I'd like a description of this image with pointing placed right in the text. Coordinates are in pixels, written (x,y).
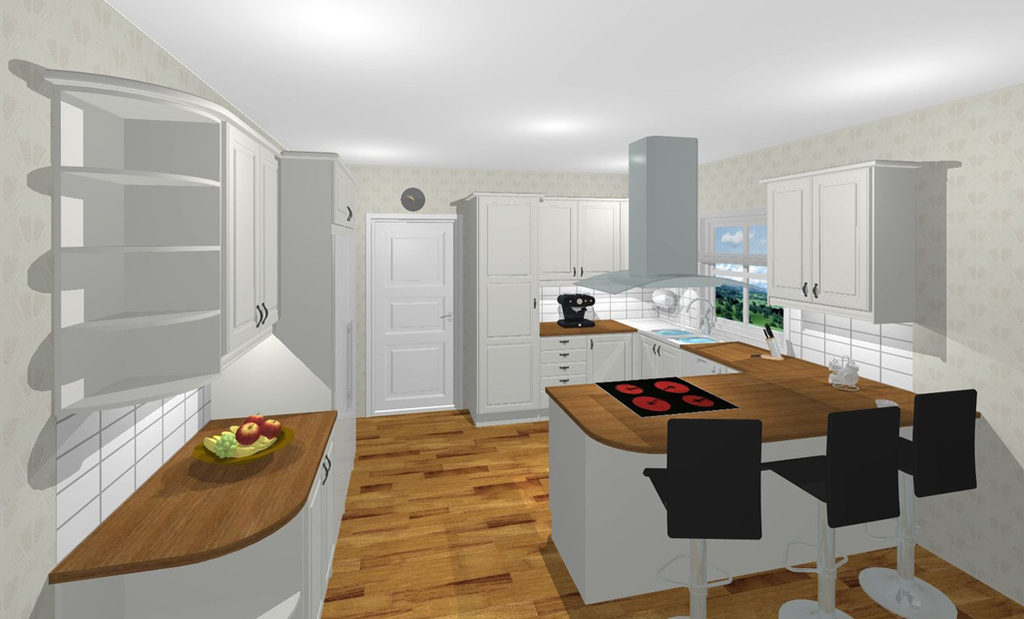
In this picture there are few chairs (832,483) and there is a table (823,398) in front of it and there is a cupboard (833,251) in the right corner (850,254) and there are few fruits (244,437) and cupboards (253,248) in the left corner (294,565) and there is a door (413,288) in the background (416,299).
